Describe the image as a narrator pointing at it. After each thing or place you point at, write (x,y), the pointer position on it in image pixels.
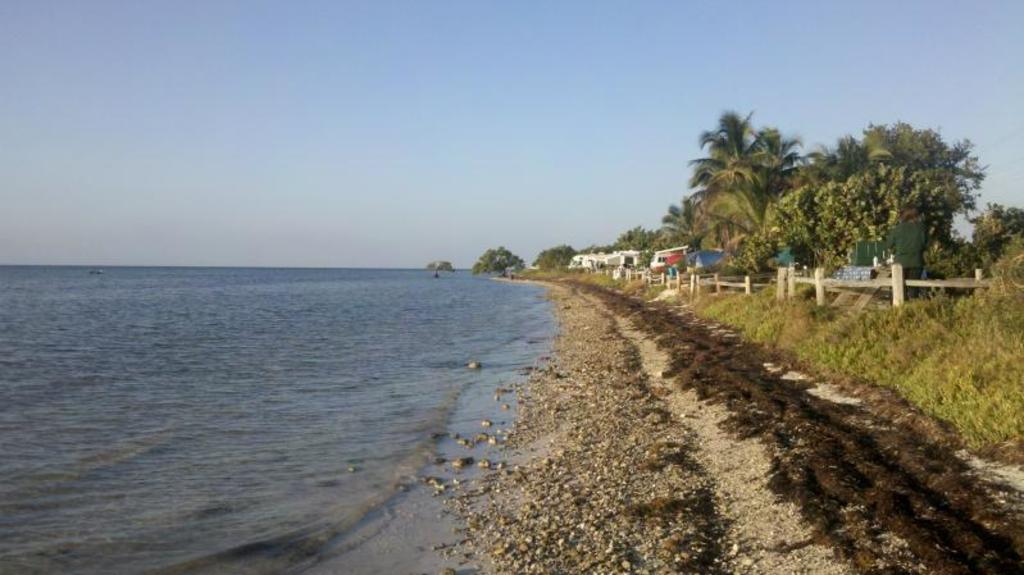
In this picture we can see water (169,357), in the background (662,270) we can find few plants (812,354), trees (698,245) and houses (637,255).
